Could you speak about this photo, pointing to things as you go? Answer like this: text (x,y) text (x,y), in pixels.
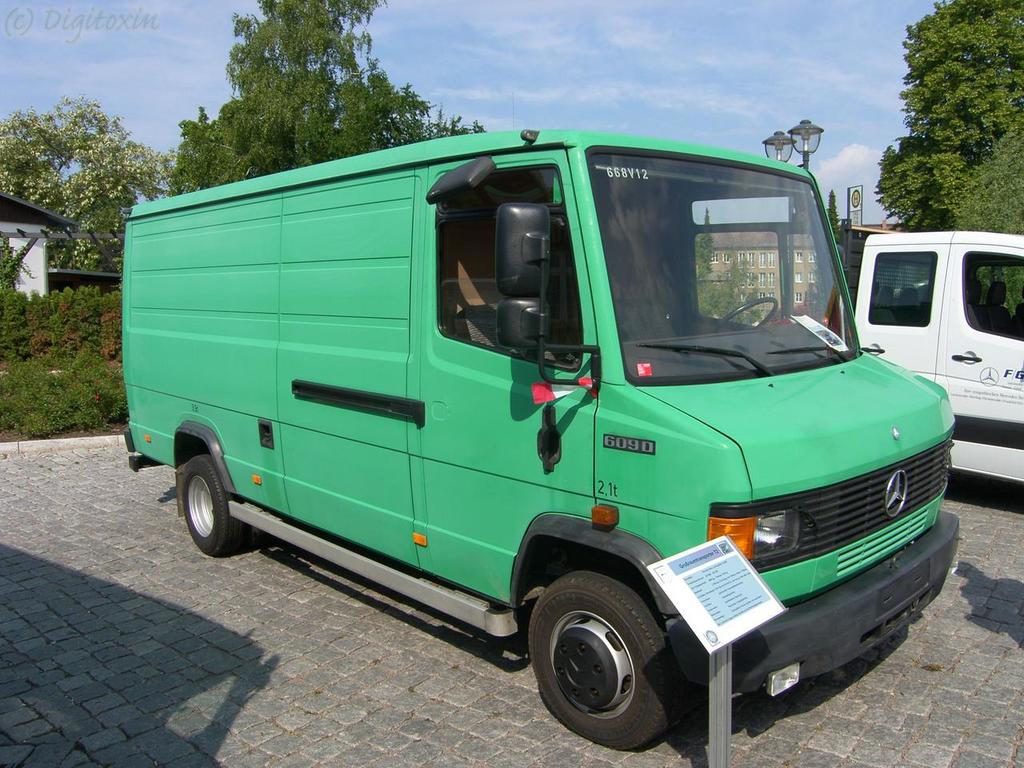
In this picture we can see the vehicles (501,381). In the background of the image (950,148) we can see the trees (748,275), building (762,266), windows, lights (790,156), board (857,206), poles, shed (9,215), roof (14,201), flowers (153,170), plants (53,378). At the bottom of the image (454,626) we can see the road (522,679), board (706,635). At the top of the image (666,84) we can see the clouds (593,84) are present in the sky (879,21). In the top left corner (12,18) we can see the text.
